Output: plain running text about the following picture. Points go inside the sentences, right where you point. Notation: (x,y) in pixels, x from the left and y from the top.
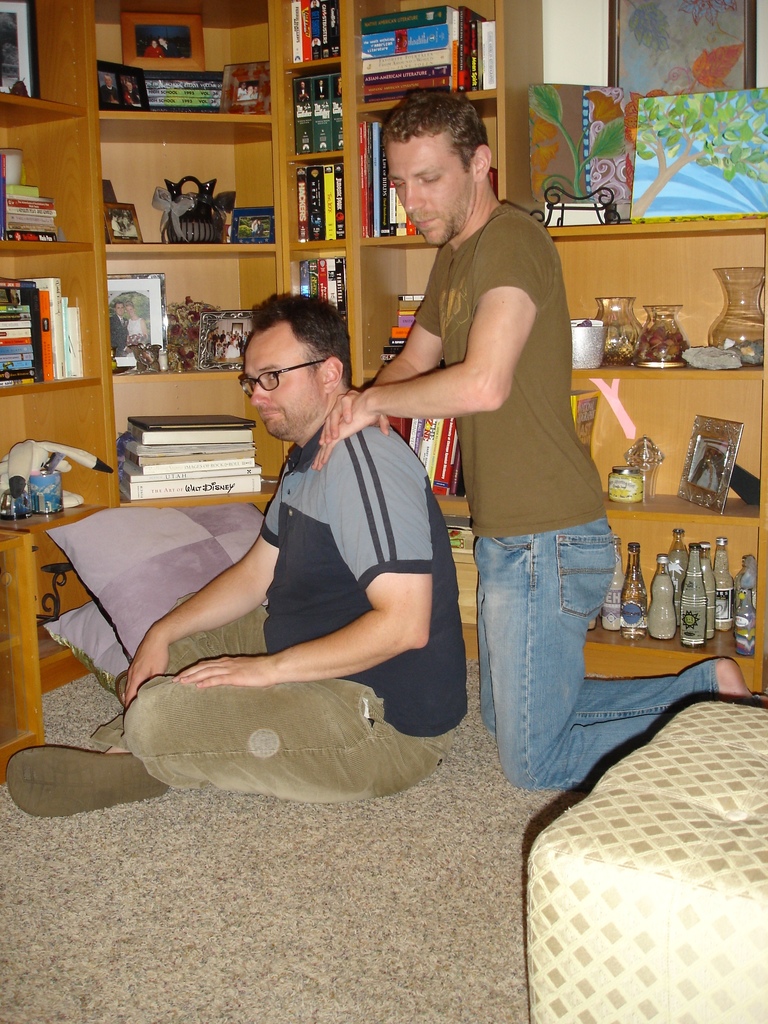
In this picture we can see an object (767,751) in the bottom right (754,771). We can see a person (391,362) kept the hands (342,424) on a man (279,766). There are a few pillows (245,521) visible on the ground (393,827). We can see the bottles (728,583), frames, vases (735,300), books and other objects (761,166) on the shelves (730,249).
